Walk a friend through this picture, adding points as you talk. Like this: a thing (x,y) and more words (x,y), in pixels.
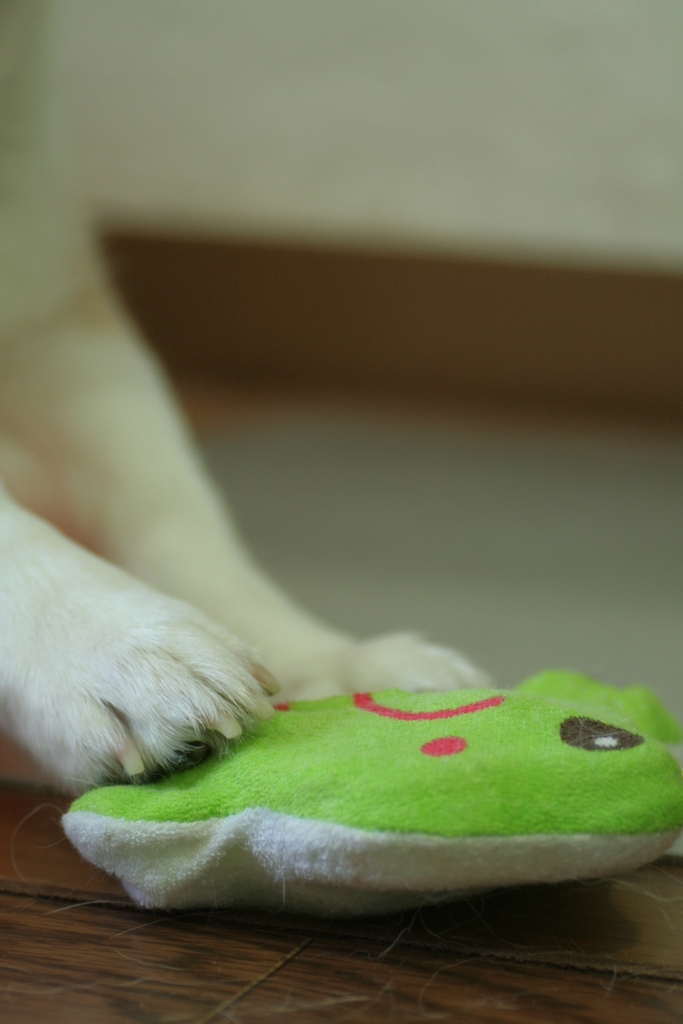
In the picture we can see animal legs (83,737) are holding a small green color pillow (634,823) on the wooden plank (661,878).
